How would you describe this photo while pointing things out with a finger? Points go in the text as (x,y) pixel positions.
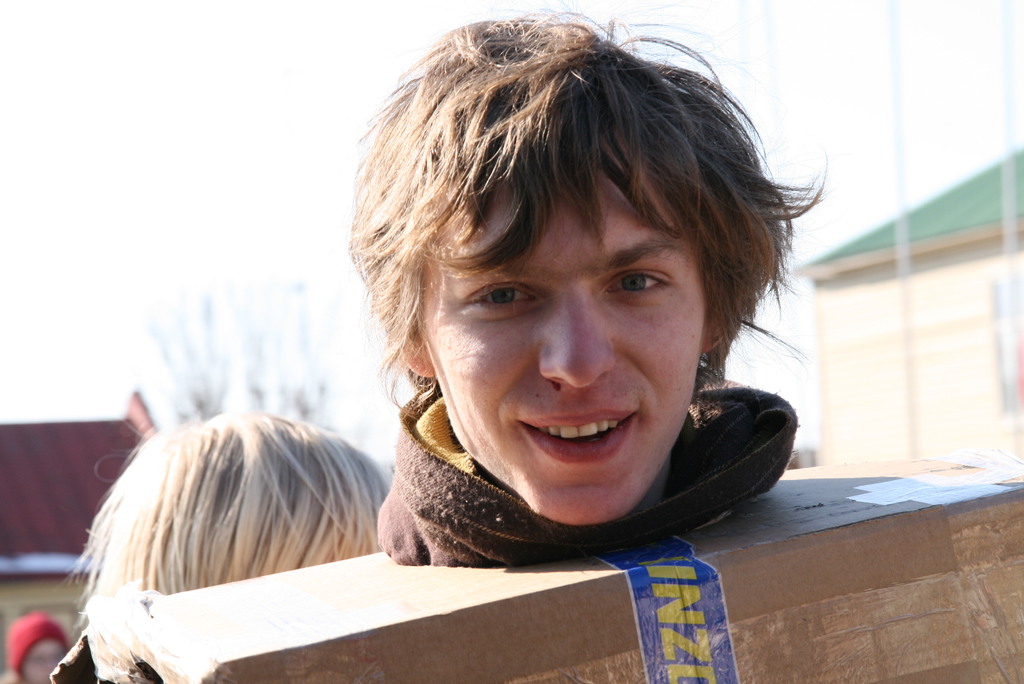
In this picture, there is a man (560,334) wearing a carton box (847,542). Behind him, there is a woman (227,431). In the background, there are buildings (940,295).
